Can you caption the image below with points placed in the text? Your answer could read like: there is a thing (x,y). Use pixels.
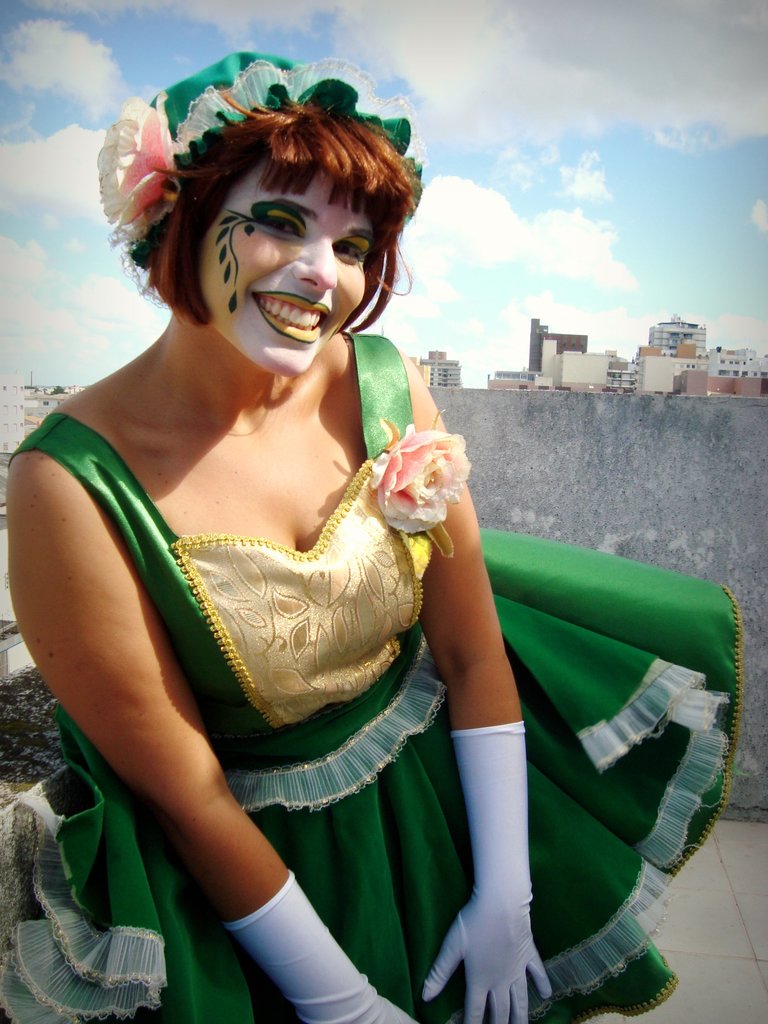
In the middle of this image (300,655), there is a woman (274,139) in a green color dress (263,746), wearing white color gloves (300,924), having makeup (318,250) and smiling. In the background (749,520), there is a plant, there is a wall (742,511), there are buildings (24,389) and there are clouds (24,46) in the blue sky (475,145).
